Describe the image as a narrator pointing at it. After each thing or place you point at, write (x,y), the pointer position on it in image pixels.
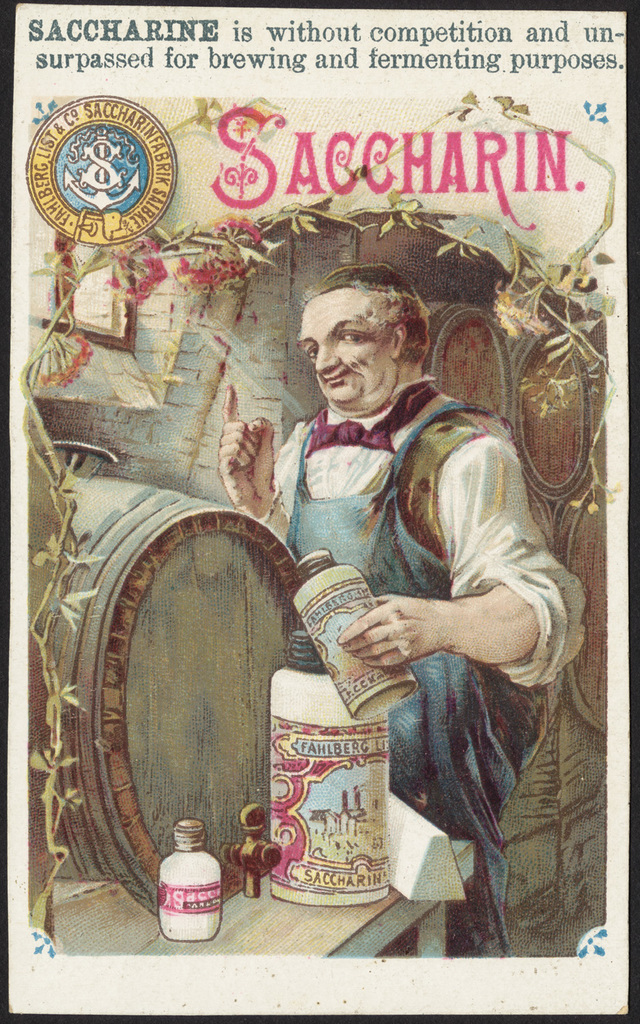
In this image we can see a paper (241,490). On the paper (241,425) there are the pictures (306,488) of man (403,574) standing on the floor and holding a container (328,663) in one hand (371,631), barrels (200,528) and creeper plants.
